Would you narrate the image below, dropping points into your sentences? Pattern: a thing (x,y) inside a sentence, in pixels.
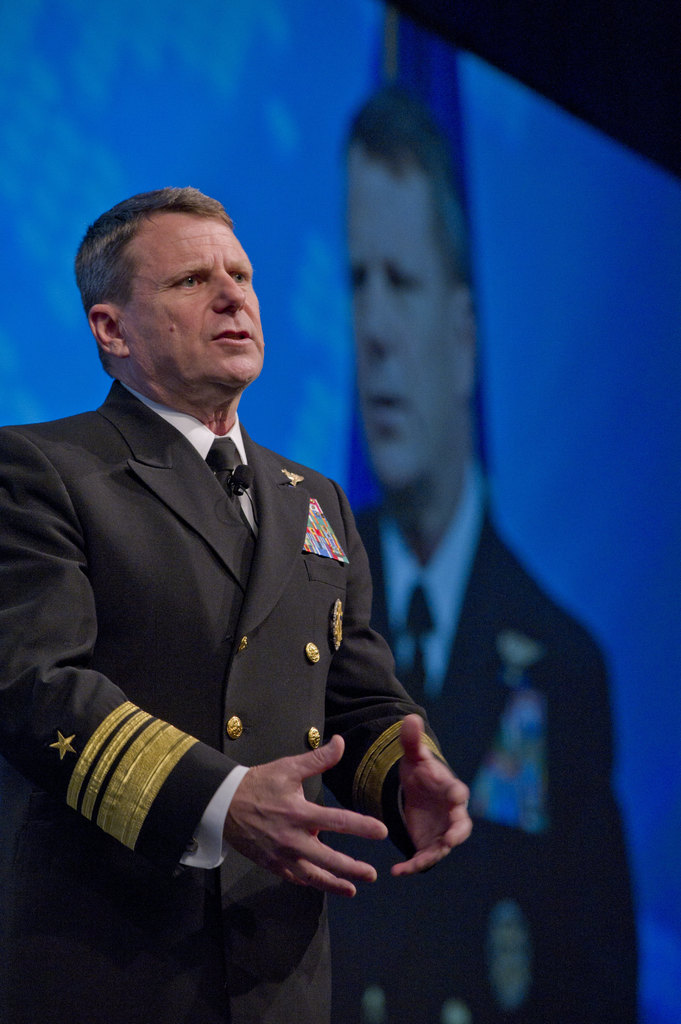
In this image we can see a man (245,871). In the back (391,218) there is a screen (391,218). On the screen (469,402) we can see a person (537,738).
